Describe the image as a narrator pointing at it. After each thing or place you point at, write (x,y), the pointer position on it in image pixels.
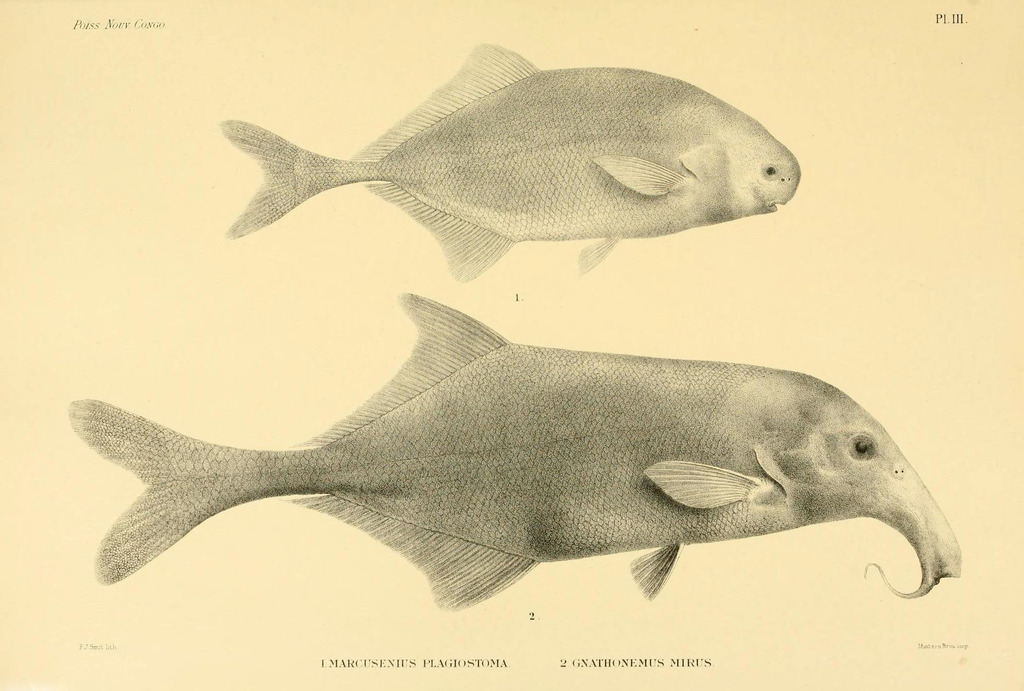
In this image there is a paper (515,335). On the paper (599,335) there is an art (507,233) of two fishes (619,538) and some text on it.
